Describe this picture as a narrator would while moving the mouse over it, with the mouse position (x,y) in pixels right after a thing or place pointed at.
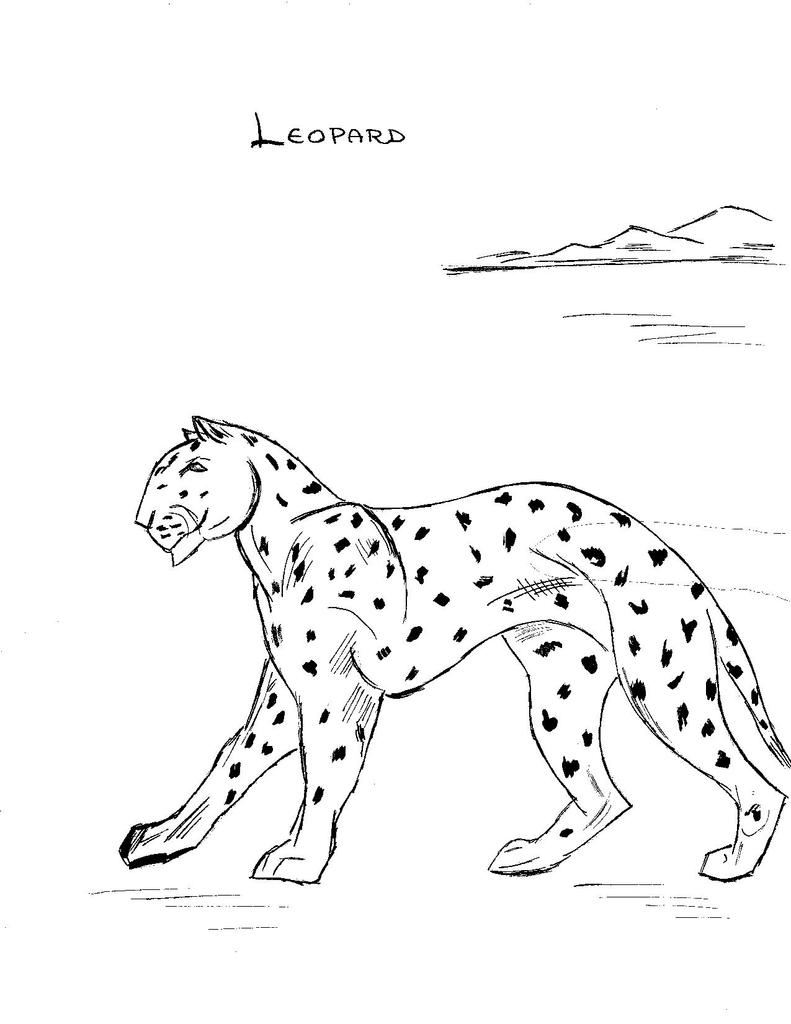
In this picture we can see drawing (234,489) of a leopard (296,475) and hills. At the top of the image (397,141) we can see text (356,138). In the background of the image (595,19) it is white.
